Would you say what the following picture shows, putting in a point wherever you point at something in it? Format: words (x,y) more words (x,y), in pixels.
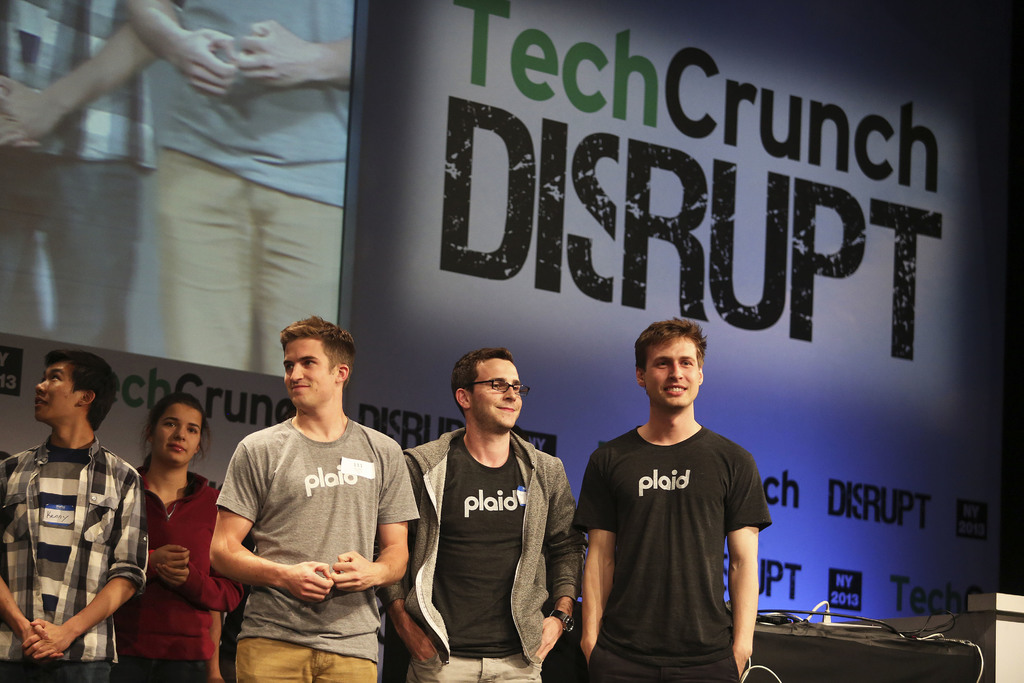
In this image we can see people (112,544) standing. In the background of the image (226,366) there is screen (231,109). There is some text (544,189). There is a table (917,674) on which there are objects (880,619).
